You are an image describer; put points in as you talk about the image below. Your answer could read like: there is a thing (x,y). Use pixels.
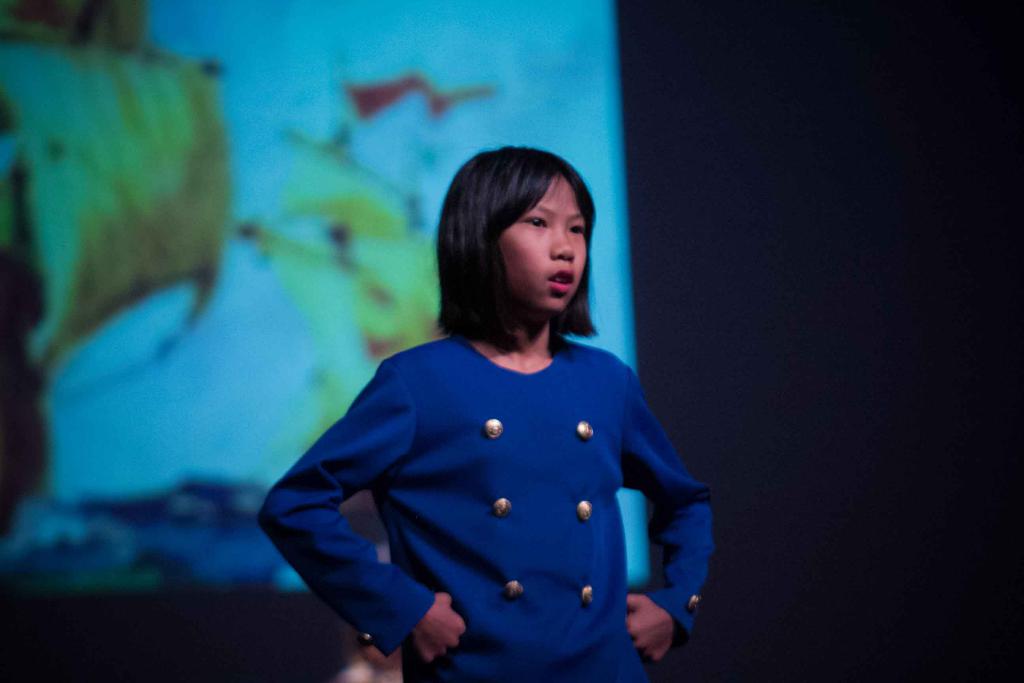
In the center of the image (519,429) we can see one girl (543,480) standing and she is in a blue color top (560,523). In the background (524,83) there is a wall (736,36), screen (421,156) and a few other objects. On the screen (101,410), we can see it is blurred.
